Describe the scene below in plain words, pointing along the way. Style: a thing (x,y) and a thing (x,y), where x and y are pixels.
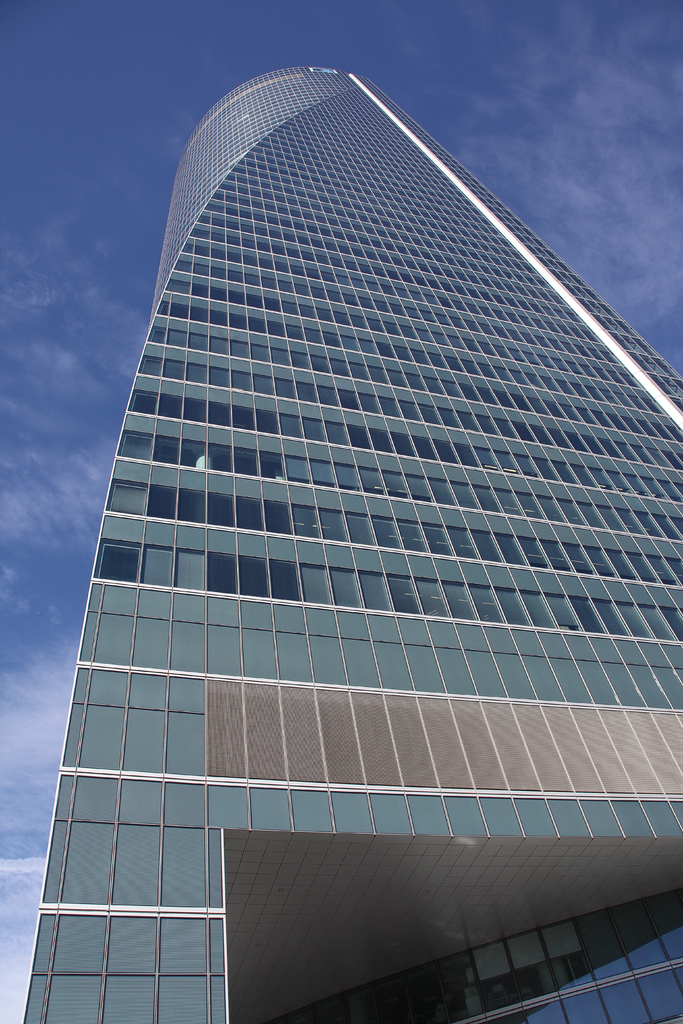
Here in this picture we can see a building (364,228) present over there and we can see clouds (644,192) in the sky (111,327) over there.
